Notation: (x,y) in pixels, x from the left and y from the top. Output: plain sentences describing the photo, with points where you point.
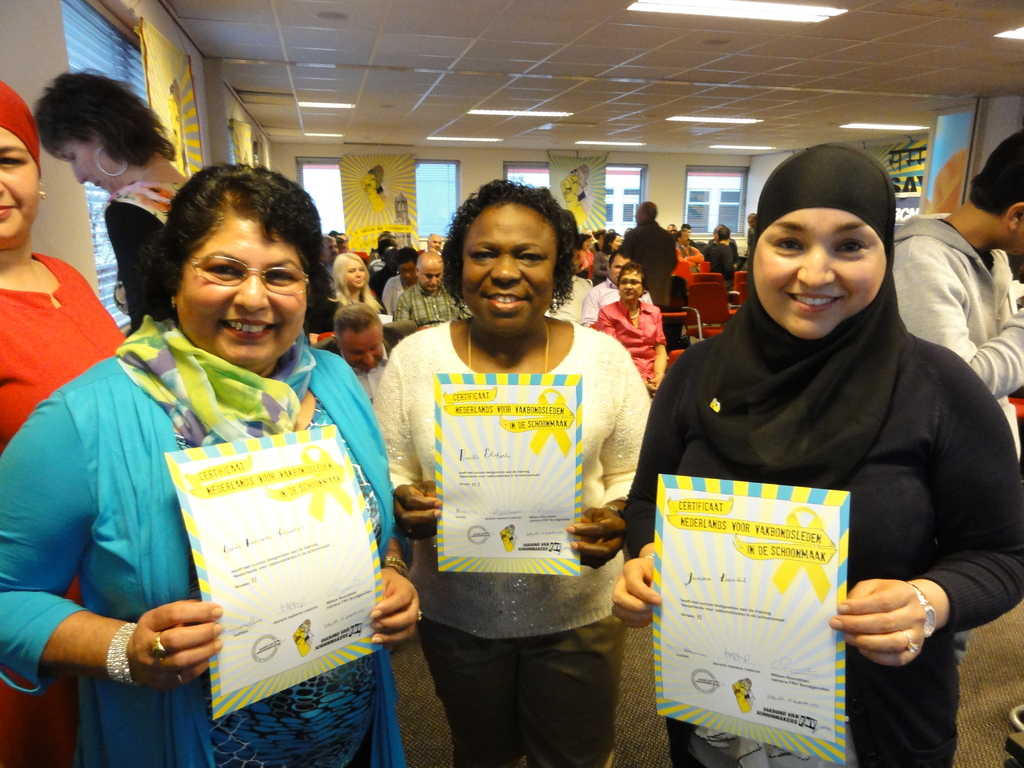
In this image we can see persons (559,328) standing on the floor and holding papers (773,565) in their hands (184,625). In the background (431,297) there are people (416,293) sitting on the chairs (713,289) and some are standing on the floor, advertisements (174,98) to the walls (495,160), electric lights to the roof (640,110) and buildings (633,190) through the windows (718,190).
